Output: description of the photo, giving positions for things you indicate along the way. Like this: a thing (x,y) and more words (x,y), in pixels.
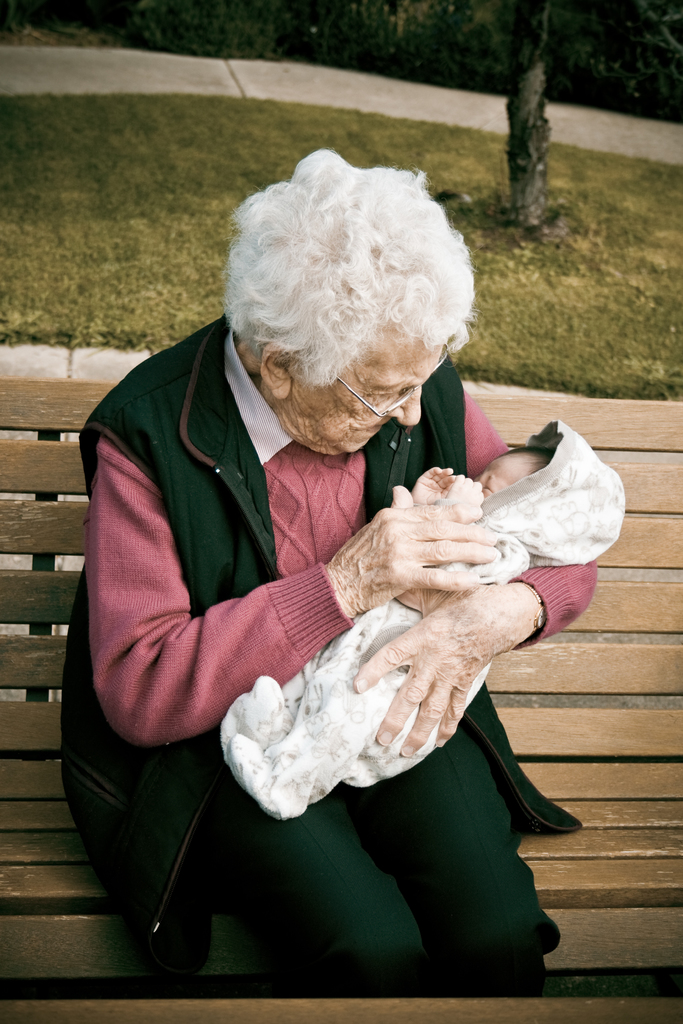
A person (446,620) is holding child (376,738) sitting on the bench (556,694), this is grass (167,176).
